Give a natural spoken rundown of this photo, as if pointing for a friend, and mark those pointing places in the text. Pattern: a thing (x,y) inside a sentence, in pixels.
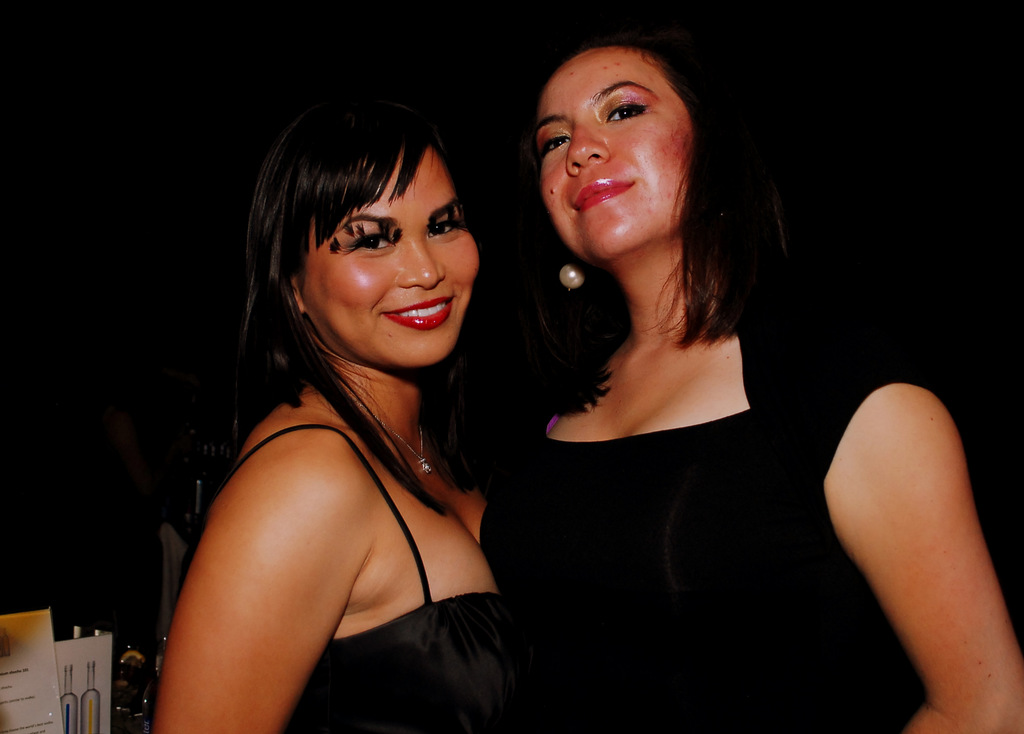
In this image I can see two women (330,474) in the front (454,583) and I can see both of them are wearing black colour dress (707,669). On the left side of this image (77,641) I can see few boards (61,669) and few other things (132,649). I can also see black colour in the background (241,171).
